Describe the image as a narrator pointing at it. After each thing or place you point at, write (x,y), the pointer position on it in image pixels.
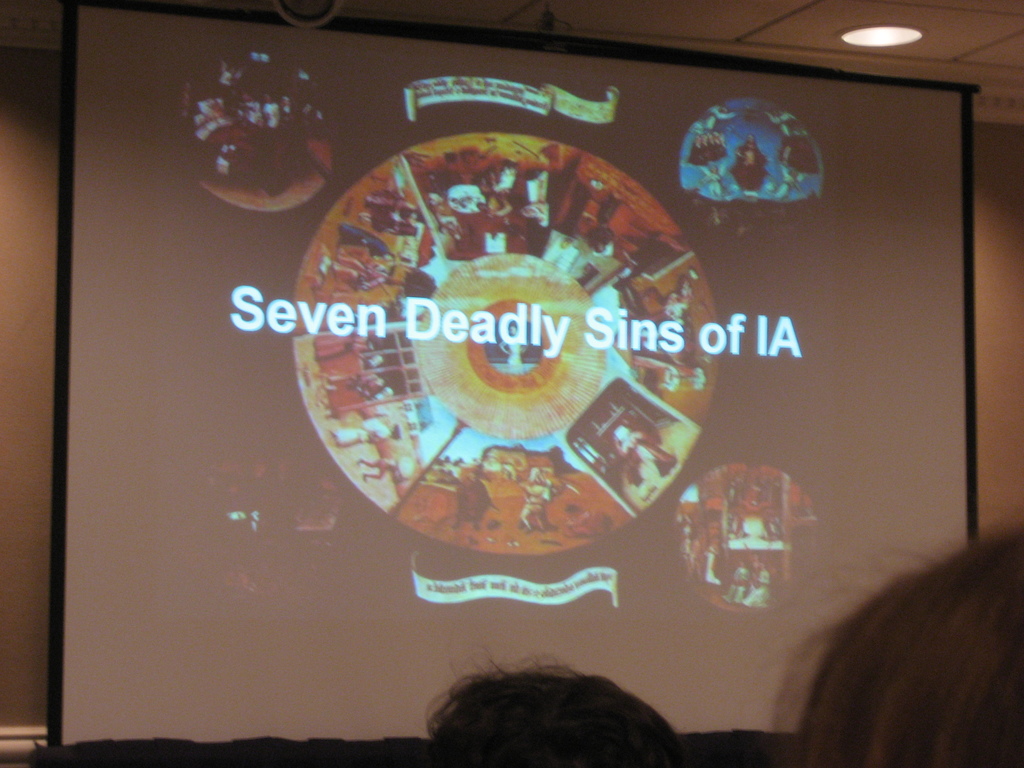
In this image we can see screen (774,521). On the screen (416,355) something is written. Also there are few images (566,245) on the screen (641,499). At the top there is a light (919,33). At the bottom (541,722) we can see heads (606,707) of people (829,699).
